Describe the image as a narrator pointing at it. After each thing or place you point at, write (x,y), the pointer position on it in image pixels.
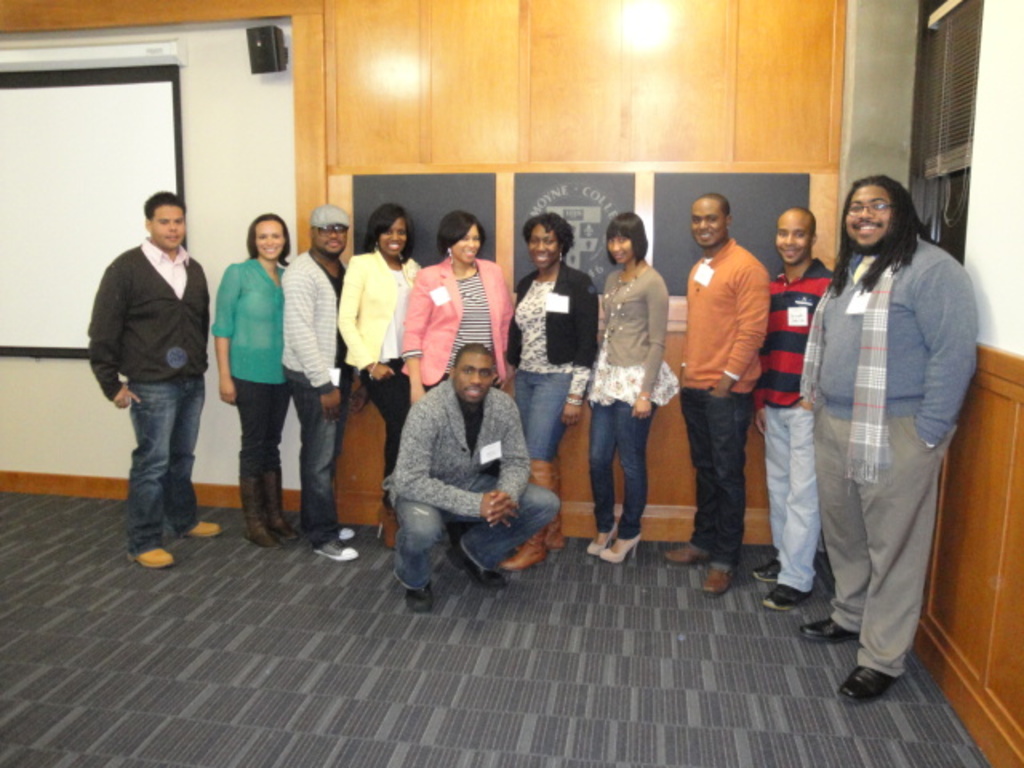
In this image we can see a group of people (527,428) on the floor (569,557). We can also see a display screen (135,156), a speaker box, some boards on a wall (301,217) and a window blind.
